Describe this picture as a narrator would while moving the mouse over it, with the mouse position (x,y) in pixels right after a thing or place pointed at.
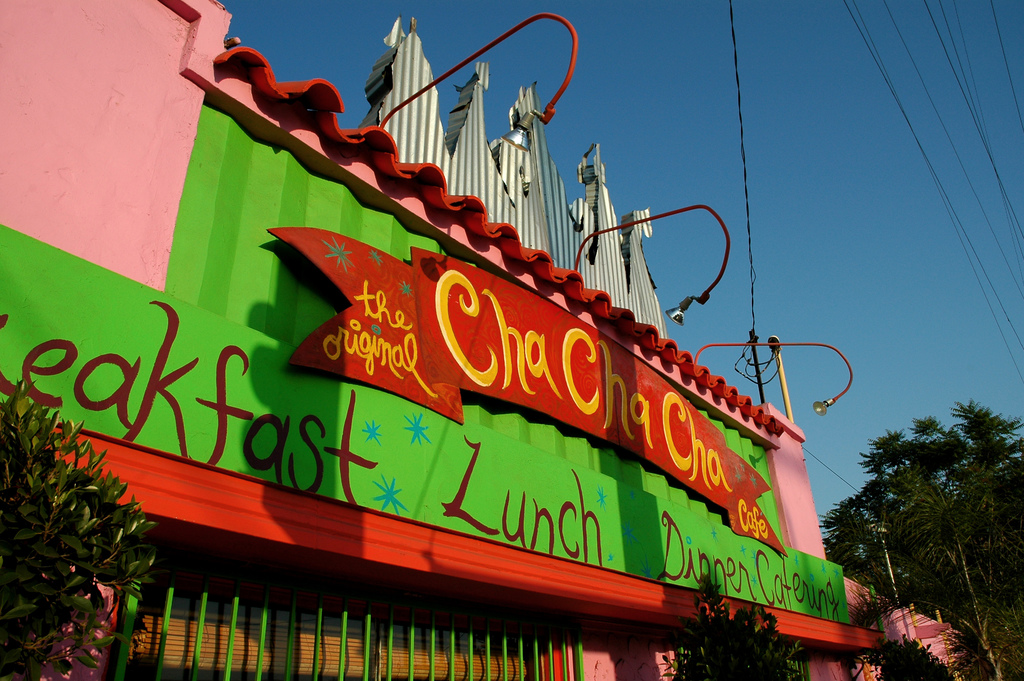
In this image we can see a house (315,417) with the signboard (456,293) and a roof (477,212). We can also see some plants (121,569), trees (931,558), street lamps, a pole (751,343), some wires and the sky (881,269) which looks clear.
